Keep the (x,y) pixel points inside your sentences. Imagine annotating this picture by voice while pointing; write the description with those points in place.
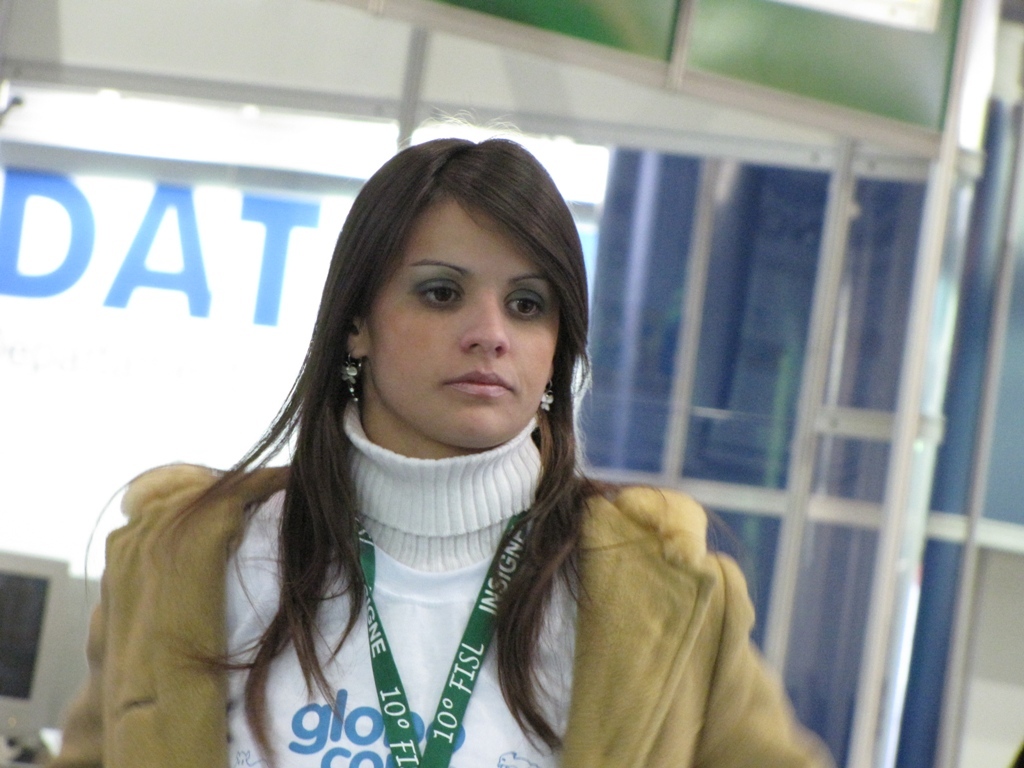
In this picture we can see a woman (433,632) and in the background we can see a monitor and some objects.
